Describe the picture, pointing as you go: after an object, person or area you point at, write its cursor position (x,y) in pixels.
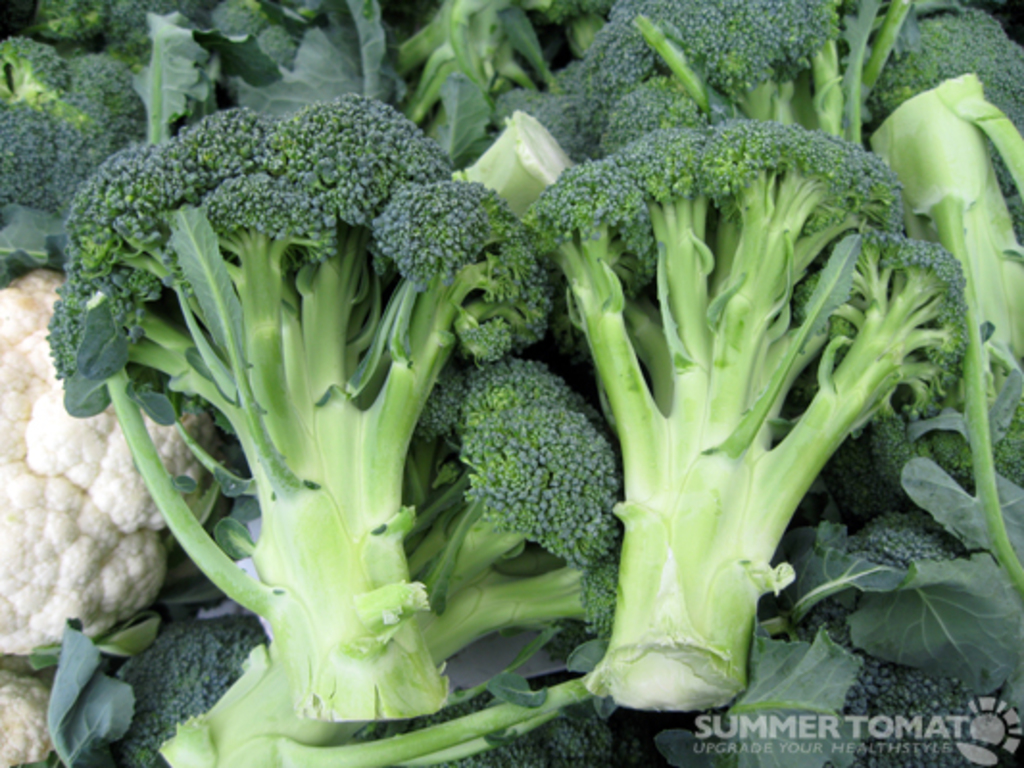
In this picture I can see broccoli (465,360). I can see cauliflower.
